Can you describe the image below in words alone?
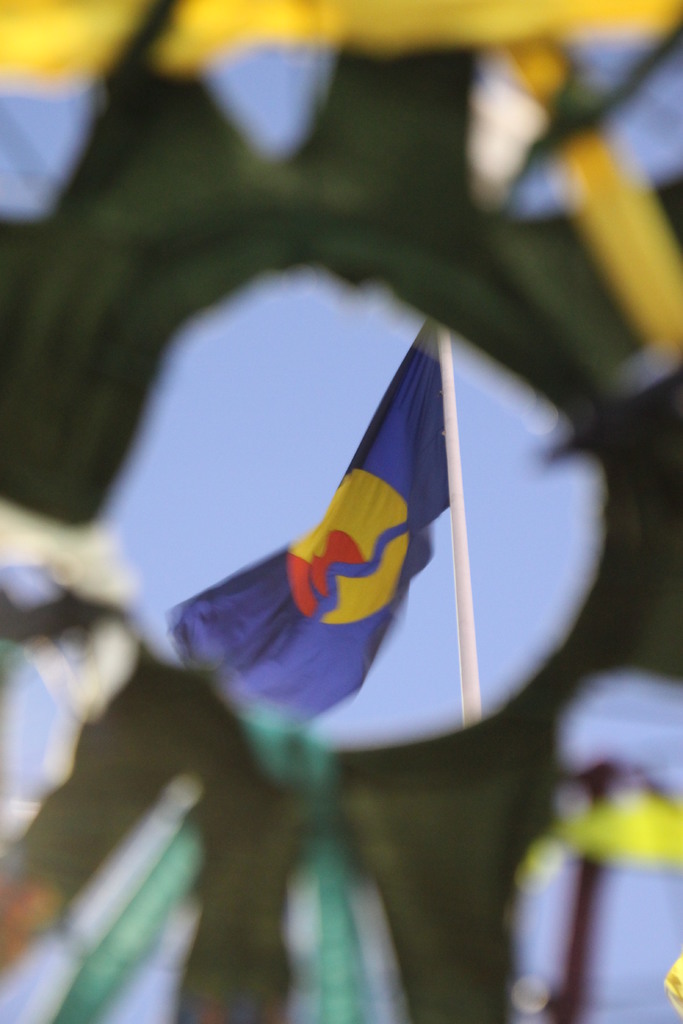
In this image there is a flag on the pole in front of that there is something.
